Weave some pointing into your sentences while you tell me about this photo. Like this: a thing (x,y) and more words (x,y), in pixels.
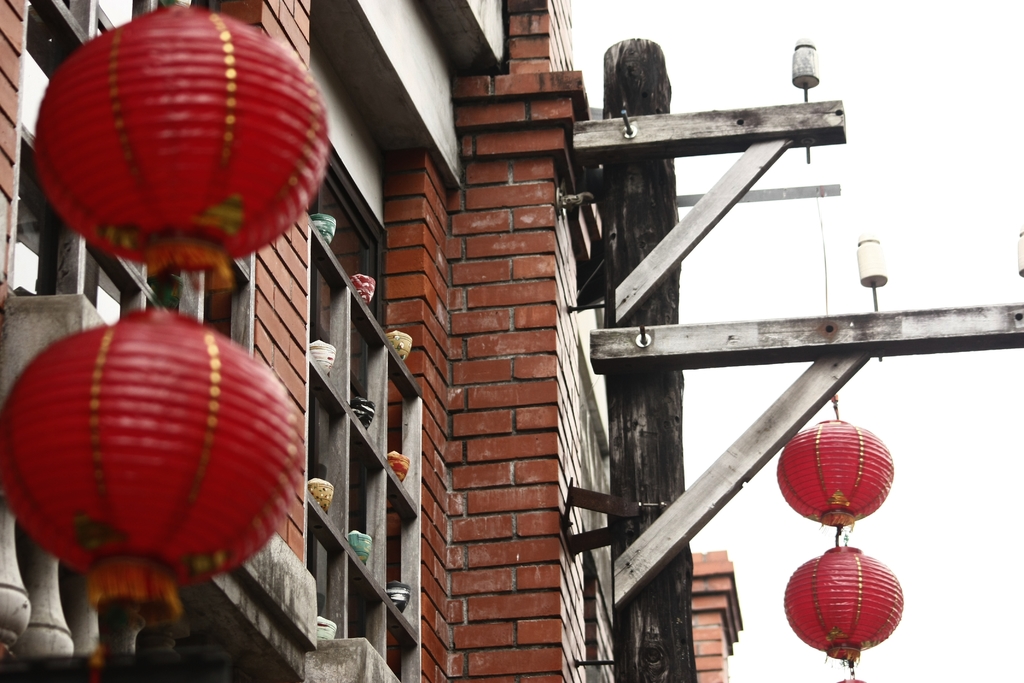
There are red colored lanterns (836,571) attached to the threads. In the background (435,386), there is a building (465,366) which is having brick wall (490,238) and glass windows (343,364) and there is sky (986,151).
